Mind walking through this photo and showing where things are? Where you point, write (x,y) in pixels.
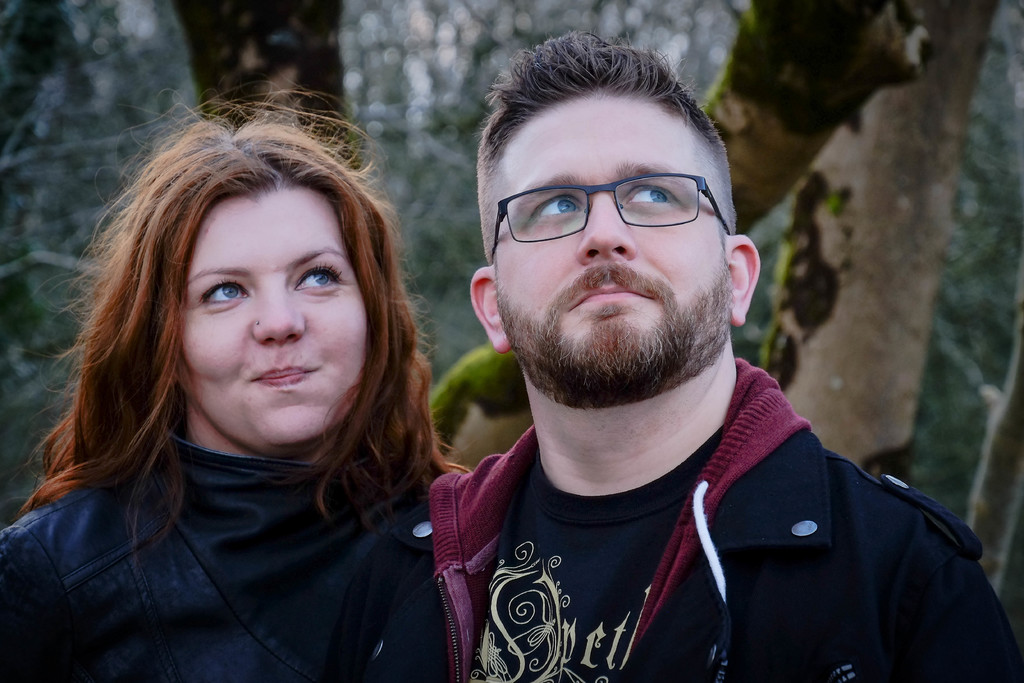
In this image we can see two persons (281,360) are standing, here a man (453,602) is wearing the black jacket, beside a woman (234,279) is standing and smiling, at the back (295,37) there are trees (78,5), there it is blur.
